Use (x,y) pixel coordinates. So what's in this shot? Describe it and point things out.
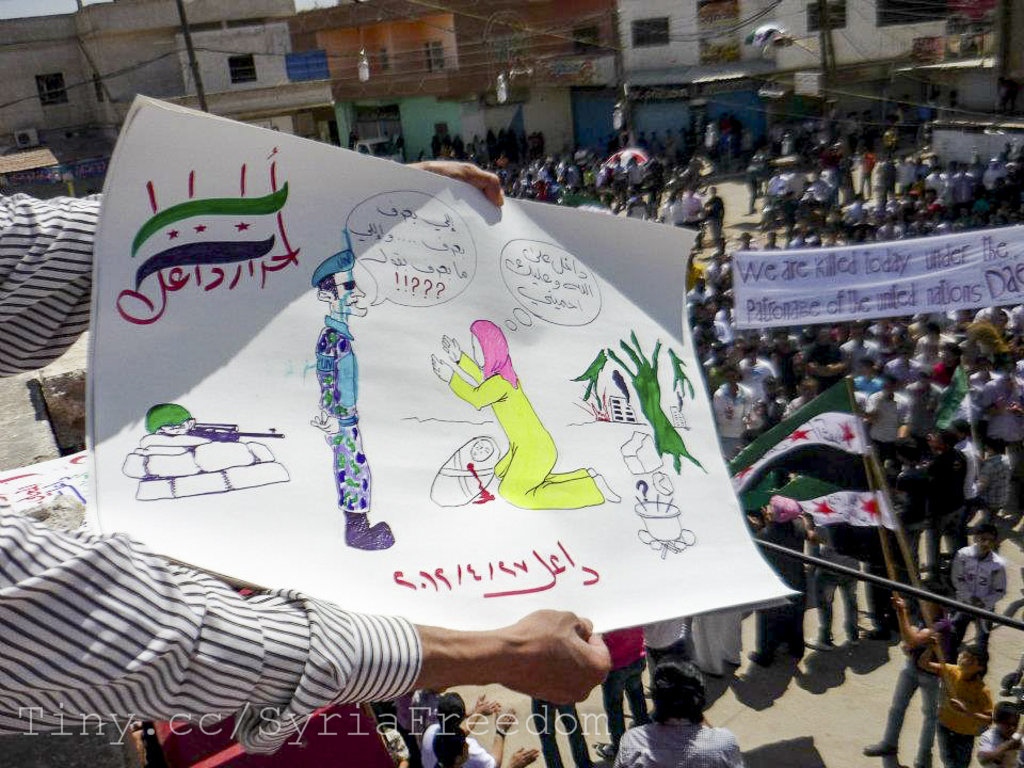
In this picture I can see few people (859,231) standing, they are holding a banner (764,315) with some text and couple of them holding flags (815,475) in their hands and I can see buildings (530,63) and poles (1003,68) and a man (62,208) holding a placard (560,357) with some pictures (453,495) and text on it and I can see text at the bottom left corner of the picture (225,735).
